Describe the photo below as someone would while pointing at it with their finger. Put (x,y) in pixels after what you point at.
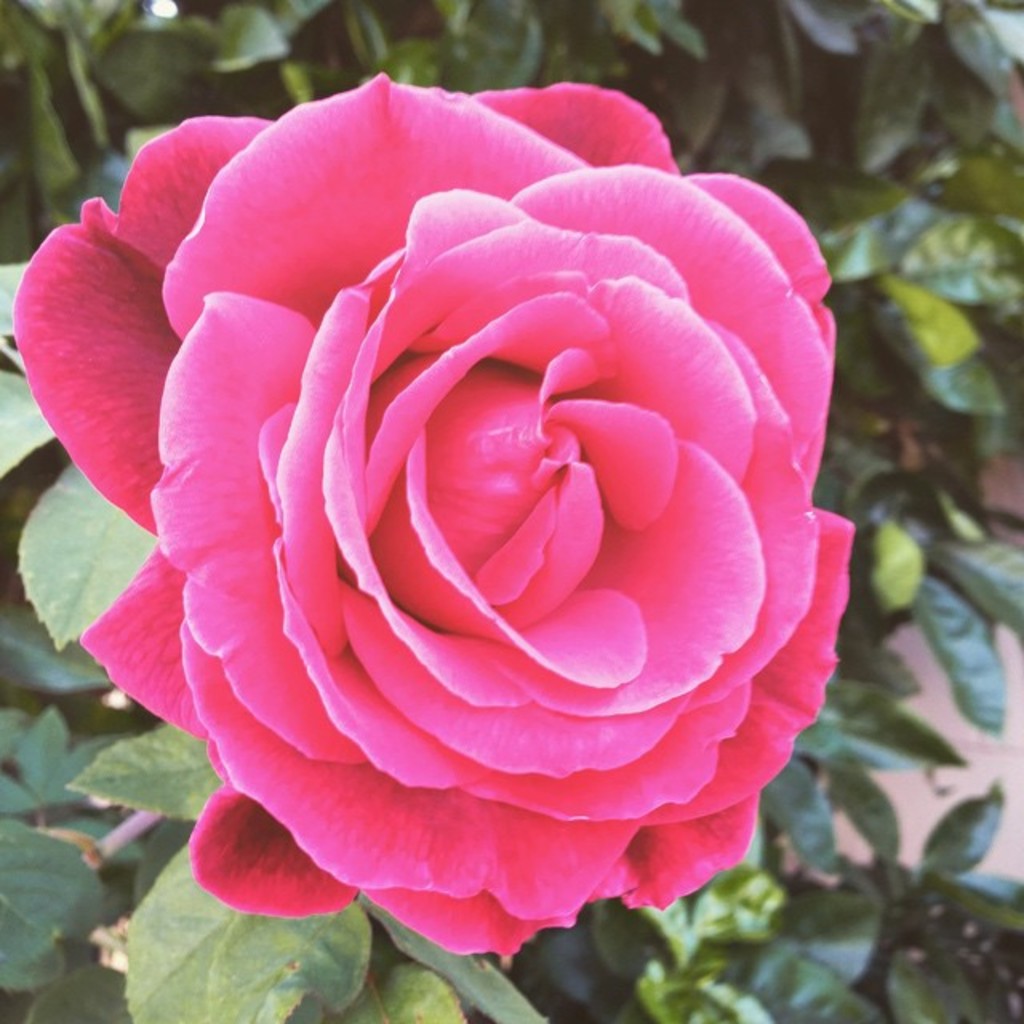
In this picture, we see the rose flower (520,475) in pink color. In the background (796,56), we see the plants (120,893) or the trees (603,76).
